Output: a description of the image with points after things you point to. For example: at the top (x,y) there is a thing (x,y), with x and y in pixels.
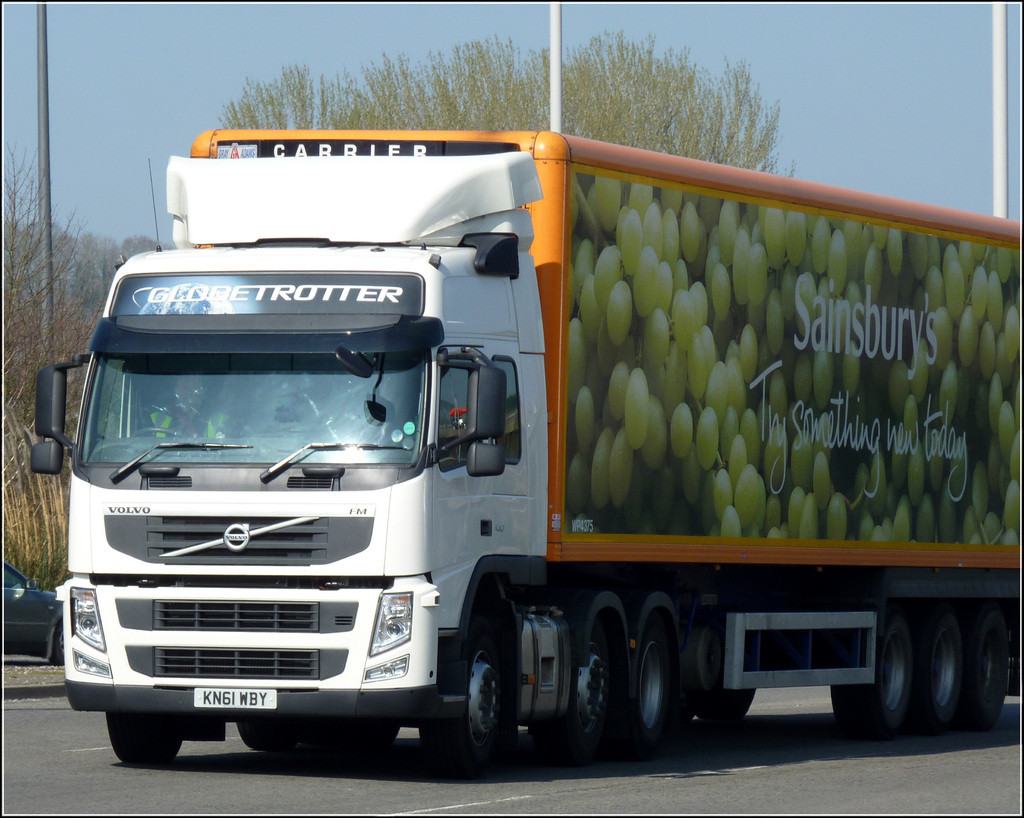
In the center of the image (638,282) there is a truck (495,300) on the road (33,759). In the background of the image (160,223) there are trees (394,94), poles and sky (946,54).
